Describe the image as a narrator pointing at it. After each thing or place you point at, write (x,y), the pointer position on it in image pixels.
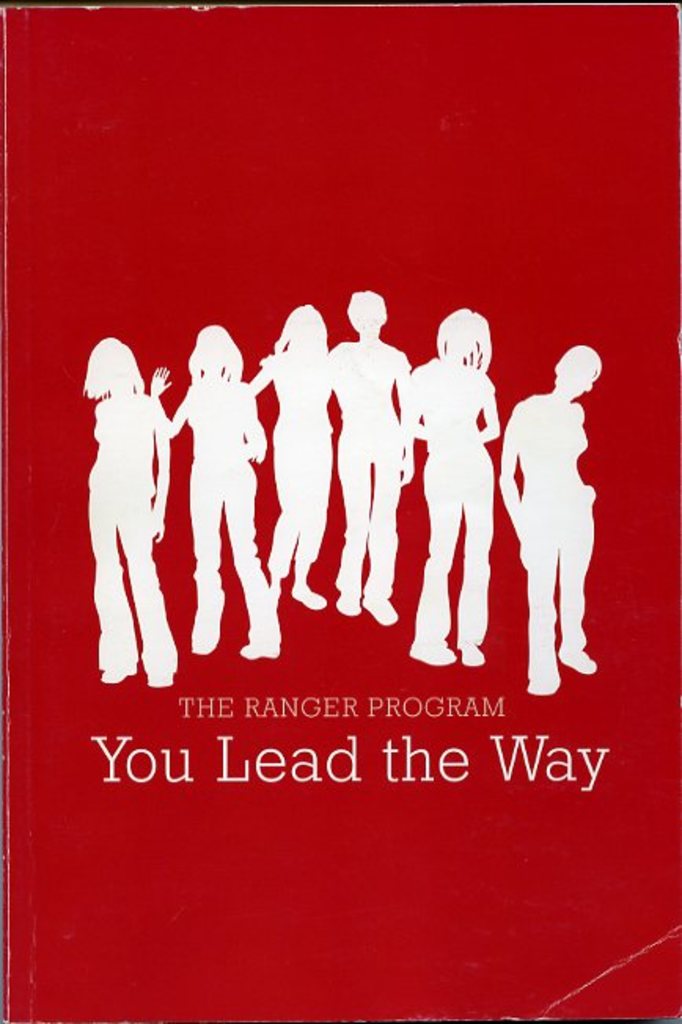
In this image we can see the cover page (228,686) of a book (300,748), on which there are some images (302,552) of a few people (195,575) and some text (426,767) on it.
